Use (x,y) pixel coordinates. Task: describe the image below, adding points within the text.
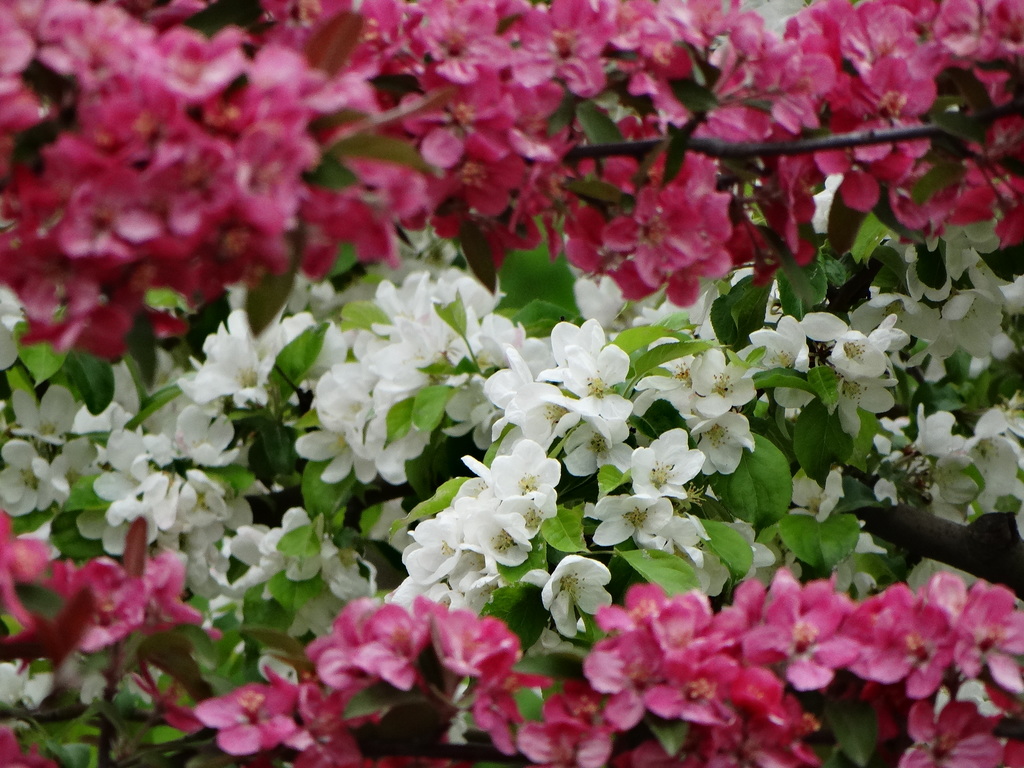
In the picture we can see a group of plants (473,637) to it we can see flowers (62,279) which are pink and white in color.
